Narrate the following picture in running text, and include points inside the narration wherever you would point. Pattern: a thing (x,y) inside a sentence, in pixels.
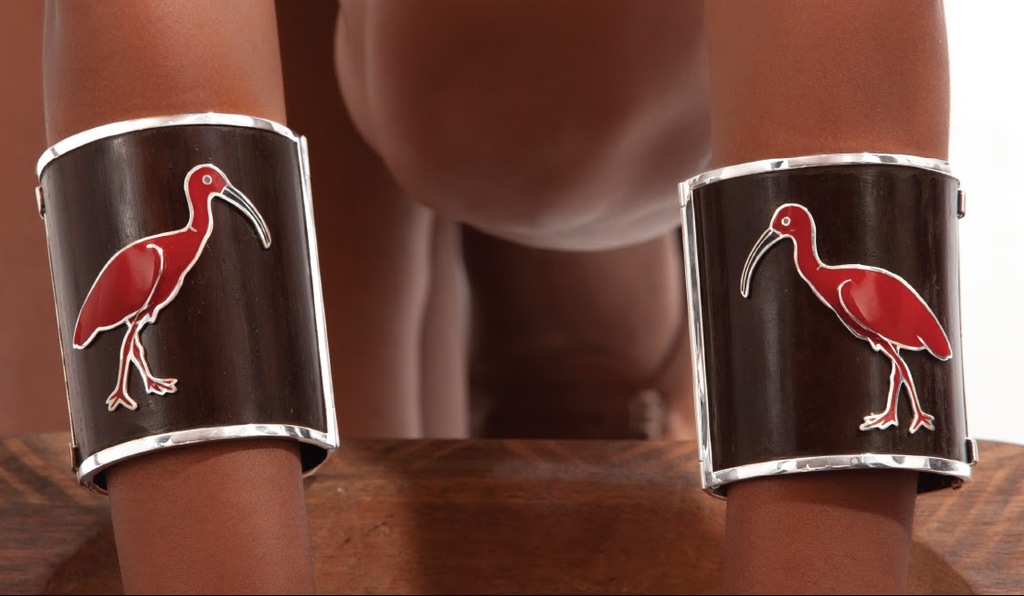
In this image there is a person (369,234) and we can see bracelets (224,324) to the hands (702,315).
